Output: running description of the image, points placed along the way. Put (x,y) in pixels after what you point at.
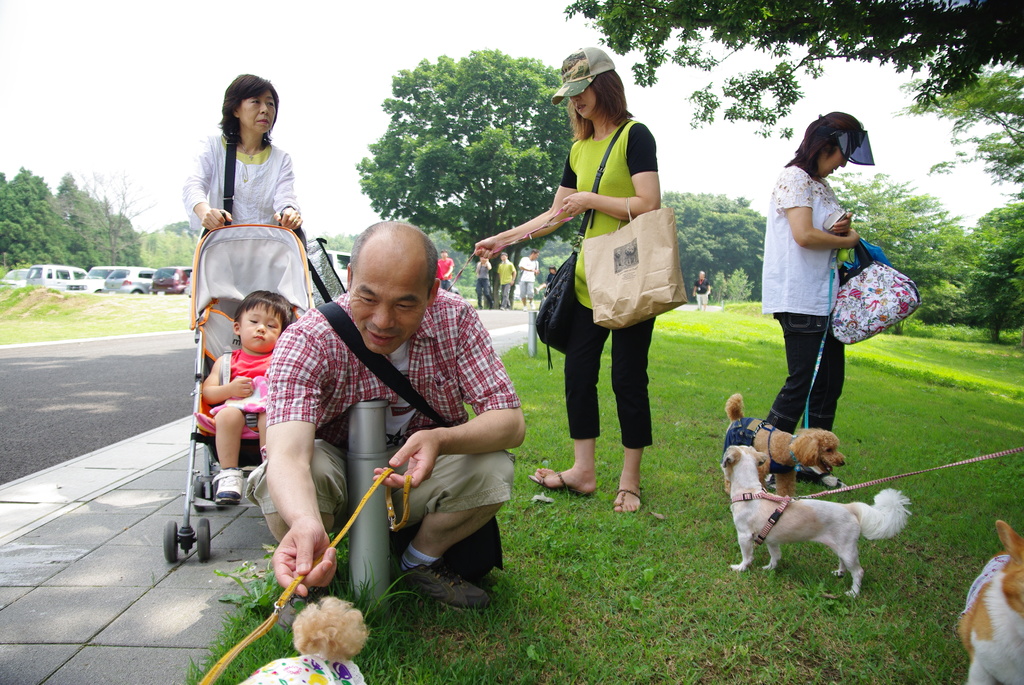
In this picture we can see a group of people (328,503) where some are standing holding dog leashes (469,263), bags (867,283) with their hands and here man (400,351) sitting on squat position and smiling and in background (437,165) we can see trees (445,88), sky (305,71), cars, some more persons (514,275), road (112,421).
